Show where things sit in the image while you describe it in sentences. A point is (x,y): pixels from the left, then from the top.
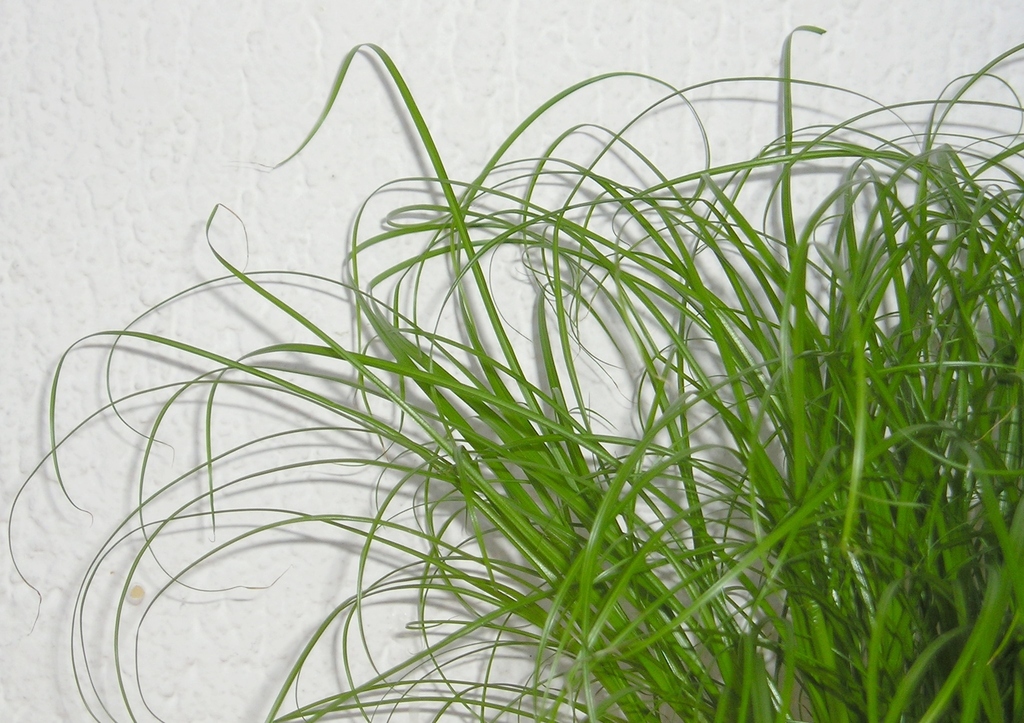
In the image we can see green grass (788,488) and white background (84,195).
